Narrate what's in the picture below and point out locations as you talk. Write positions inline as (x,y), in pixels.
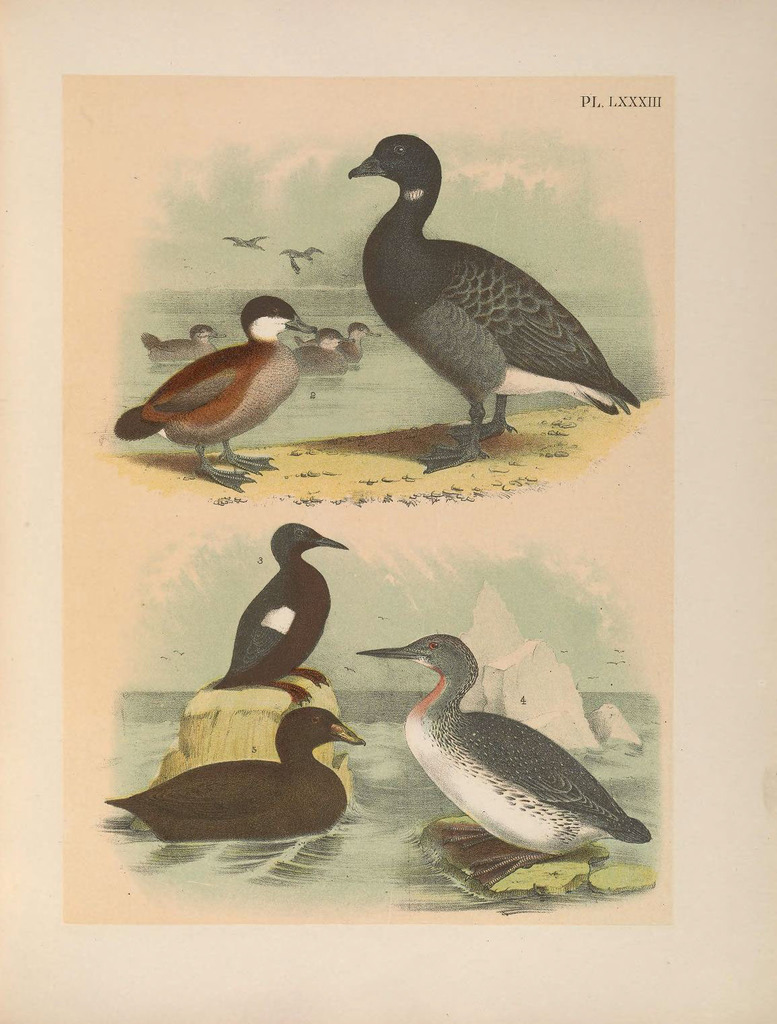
In this picture I can see printed images (256,412) of ducks (531,376) on the paper (336,440). I can see water (370,733), rocks (439,853) and couple birds (234,241) flying and I can see text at the top right corner of the picture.
